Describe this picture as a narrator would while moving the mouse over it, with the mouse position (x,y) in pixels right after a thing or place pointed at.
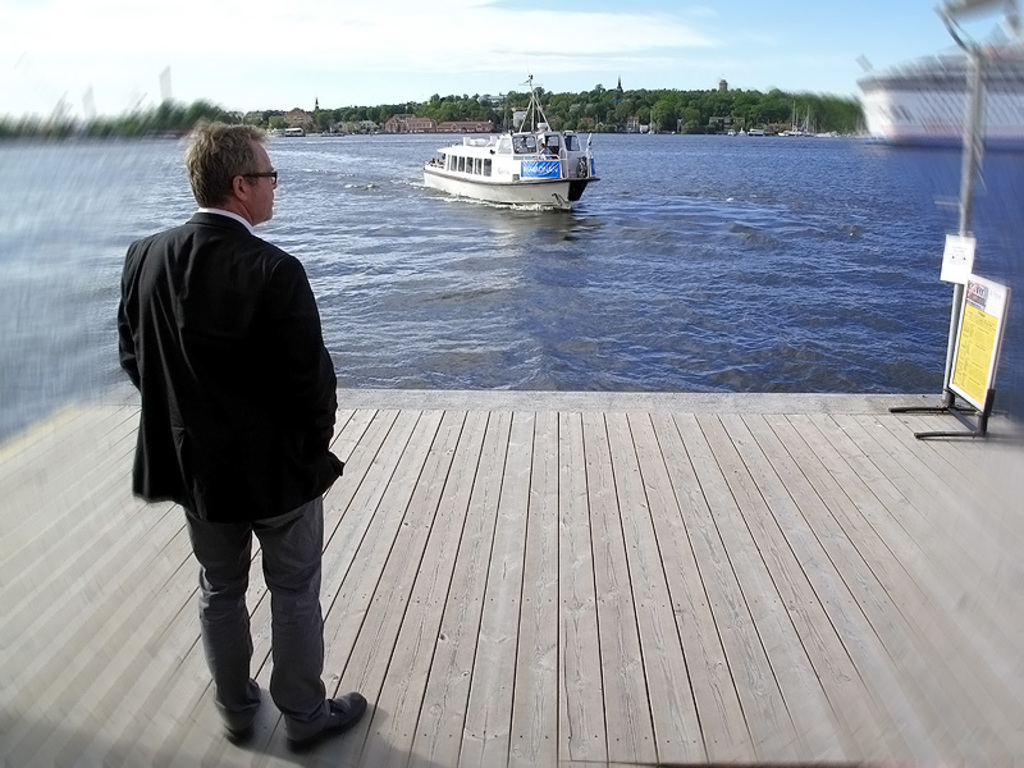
In this picture I can see a man (224,419) is standing on a wooden surface (379,626). The man (215,481) is wearing a black color coat (222,417), pant (301,681), spectacles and shoes (357,717). In the background (471,186) I can see boats (483,177) and ship (902,127) on the water (721,220). I can also see trees (565,105) and the sky (525,69).
